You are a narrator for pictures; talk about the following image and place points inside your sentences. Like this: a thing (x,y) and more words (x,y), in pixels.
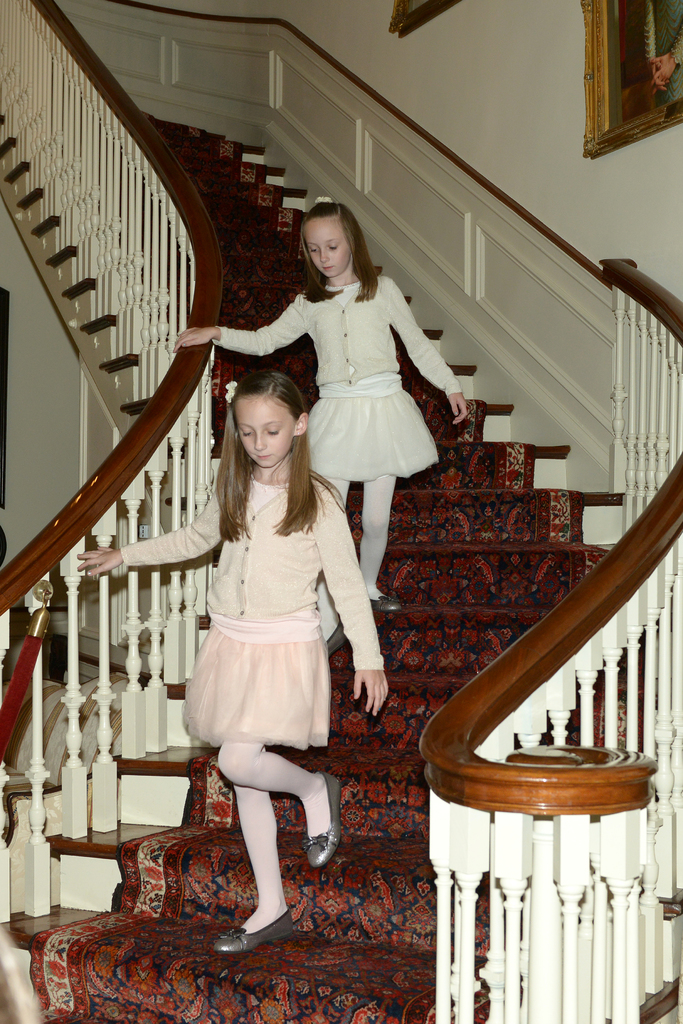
In this image we can see there are two persons (277,390) walking on the stairs (436,611) and there is the carpet (444,601) on the stairs (105,378). And at the sides we can see the railing (478,707). And there are photo frames (4,442) attached to the wall (516,66).
